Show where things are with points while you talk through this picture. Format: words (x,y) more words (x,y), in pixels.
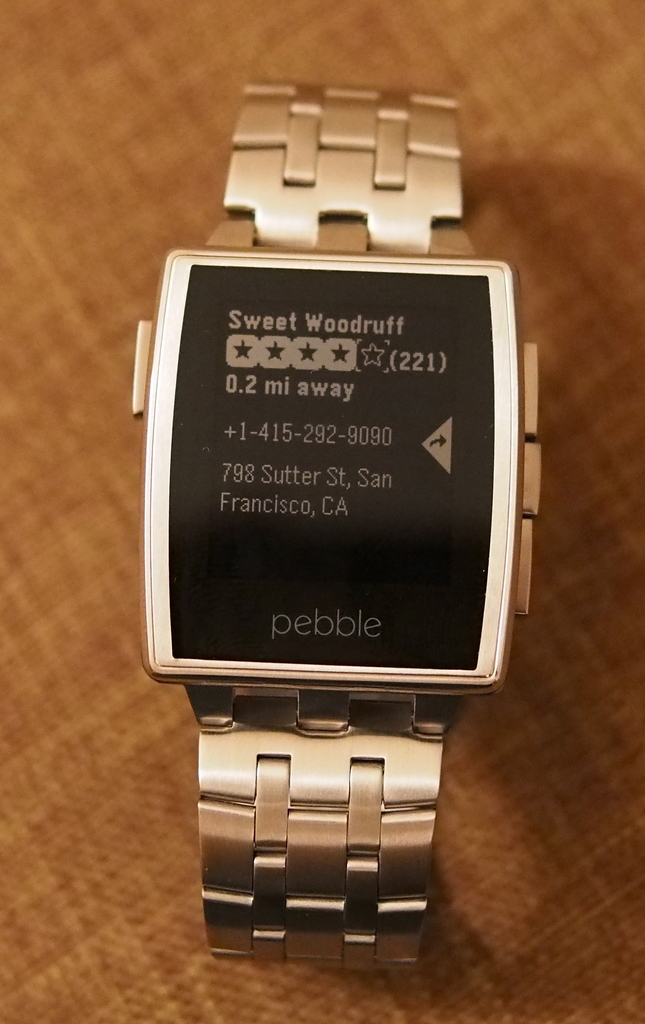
In this image there is a watch (209,690), there is text (303,439) and numbers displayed in the watch (323,426), in the background of the image (452,70) there is a brown colored cloth (153,1004).
